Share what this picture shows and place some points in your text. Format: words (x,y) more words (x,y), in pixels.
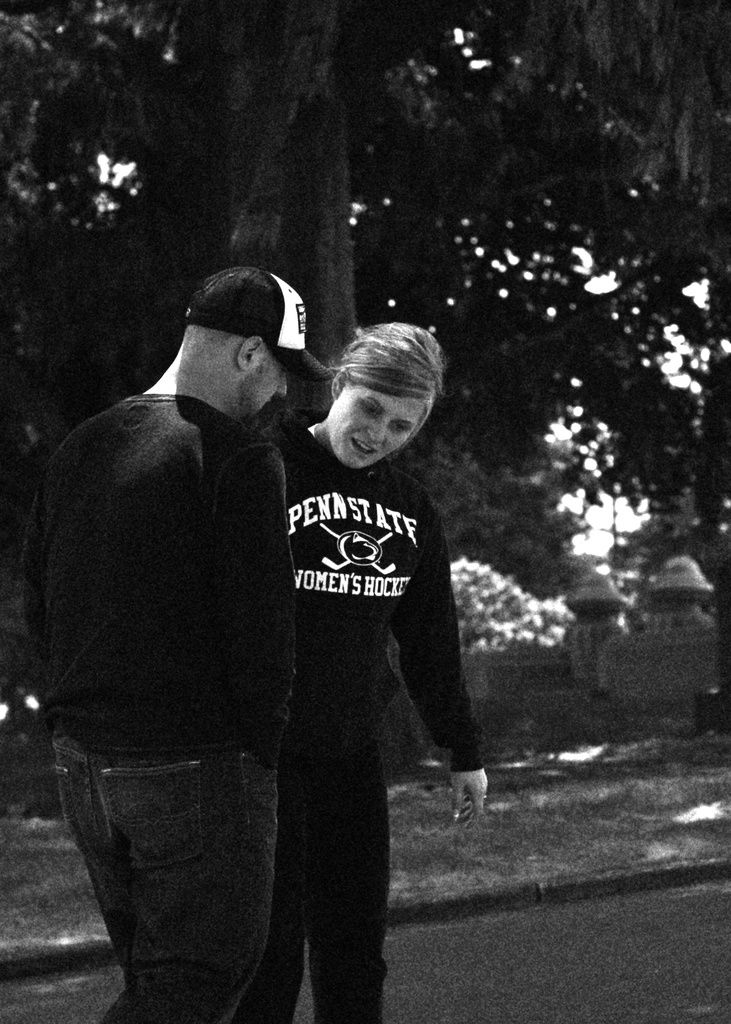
In this image two people (307,840) are standing on the road (594,959) and at the back side (426,176) there is a tree (452,184).
